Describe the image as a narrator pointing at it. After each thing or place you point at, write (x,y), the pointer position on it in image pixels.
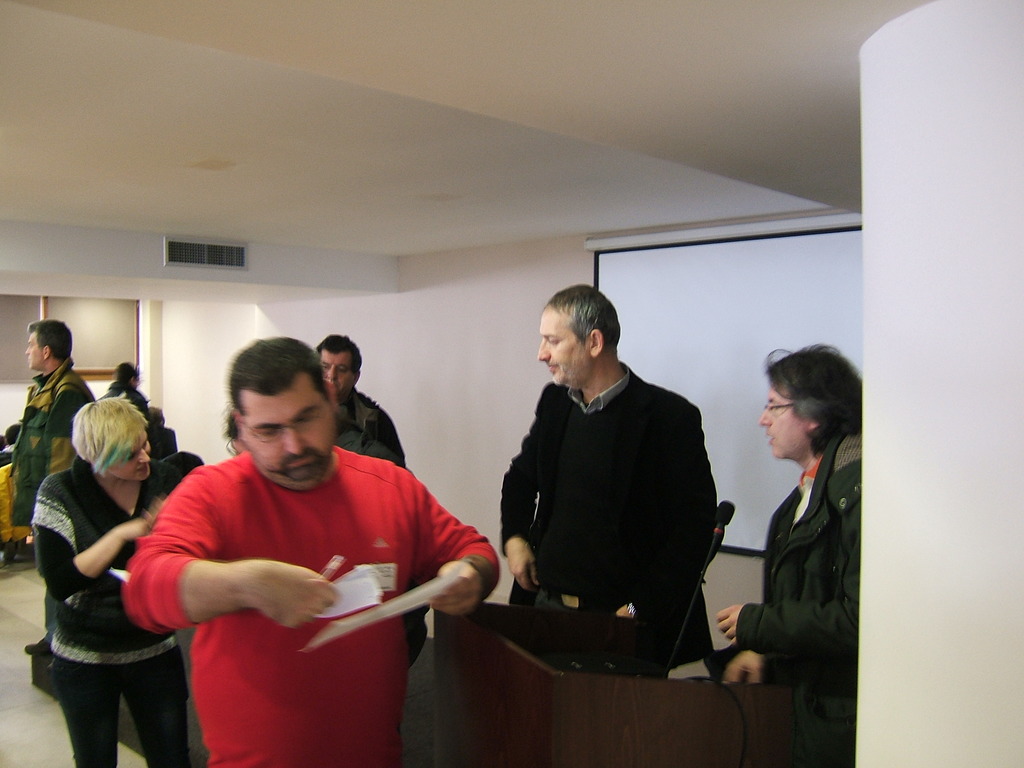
In this image we can see people (160,492) standing on the floor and some are sitting on the chairs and one of them is standing at the podium (713,692) to which a mic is attached. In the background (477,422) there are walls (532,312) and a display screen (664,303).
